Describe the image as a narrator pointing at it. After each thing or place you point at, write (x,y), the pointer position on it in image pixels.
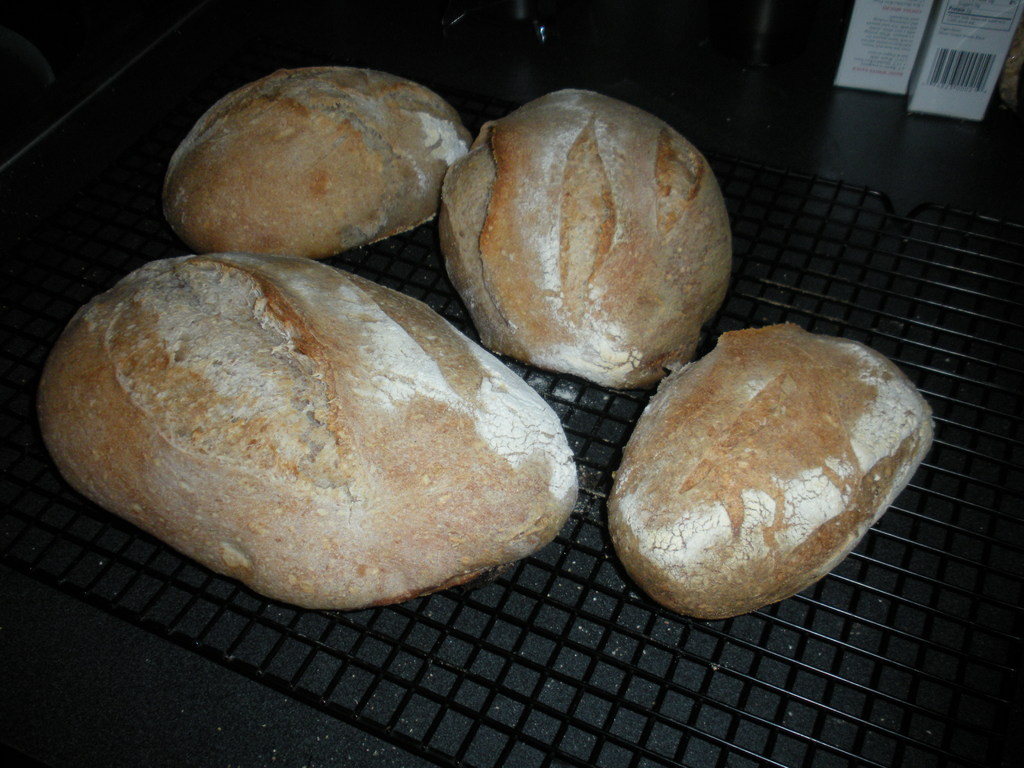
In this picture, we see the sourdough (514,163) are cooling on the rack (449,634). In the right top (866,53), we see the white boxes (895,27). In the background (561,51), it is black in color. This picture is clicked in the dark.
